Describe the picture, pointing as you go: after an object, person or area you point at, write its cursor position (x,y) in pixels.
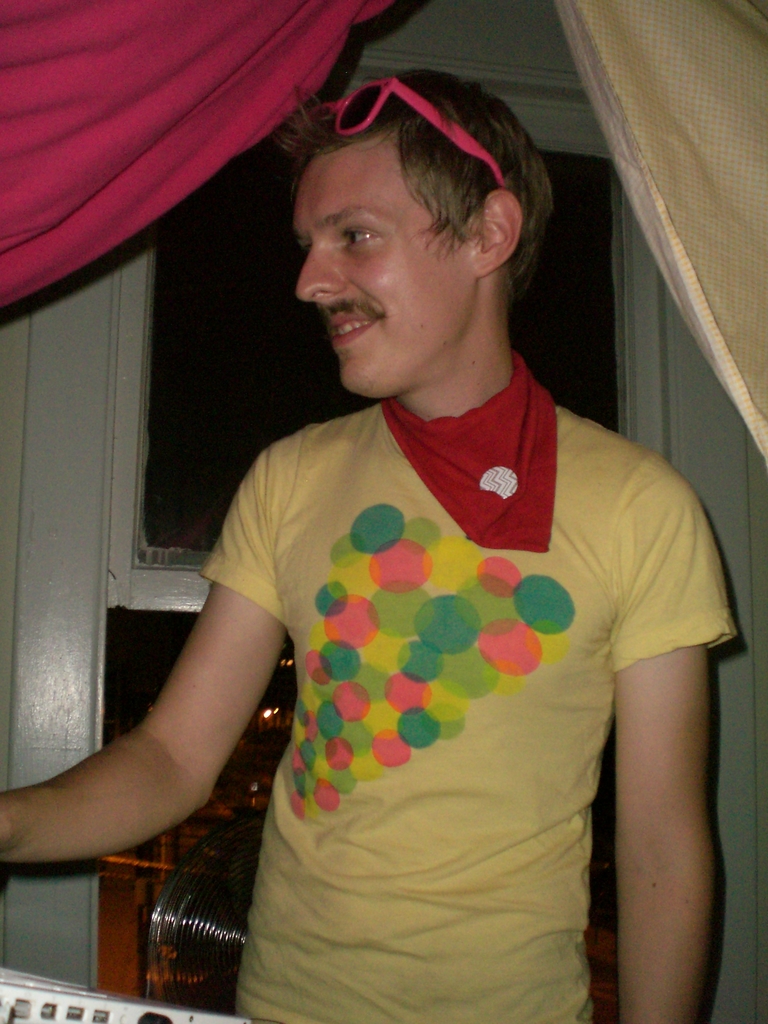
In this picture I see a man (345,519) in front (275,548) who is wearing a t-shirt (457,657) and I see that he is smiling. In the background (56,64) I see the clothes (200,119) which are of pink and white in color and I see a window (235,302).
